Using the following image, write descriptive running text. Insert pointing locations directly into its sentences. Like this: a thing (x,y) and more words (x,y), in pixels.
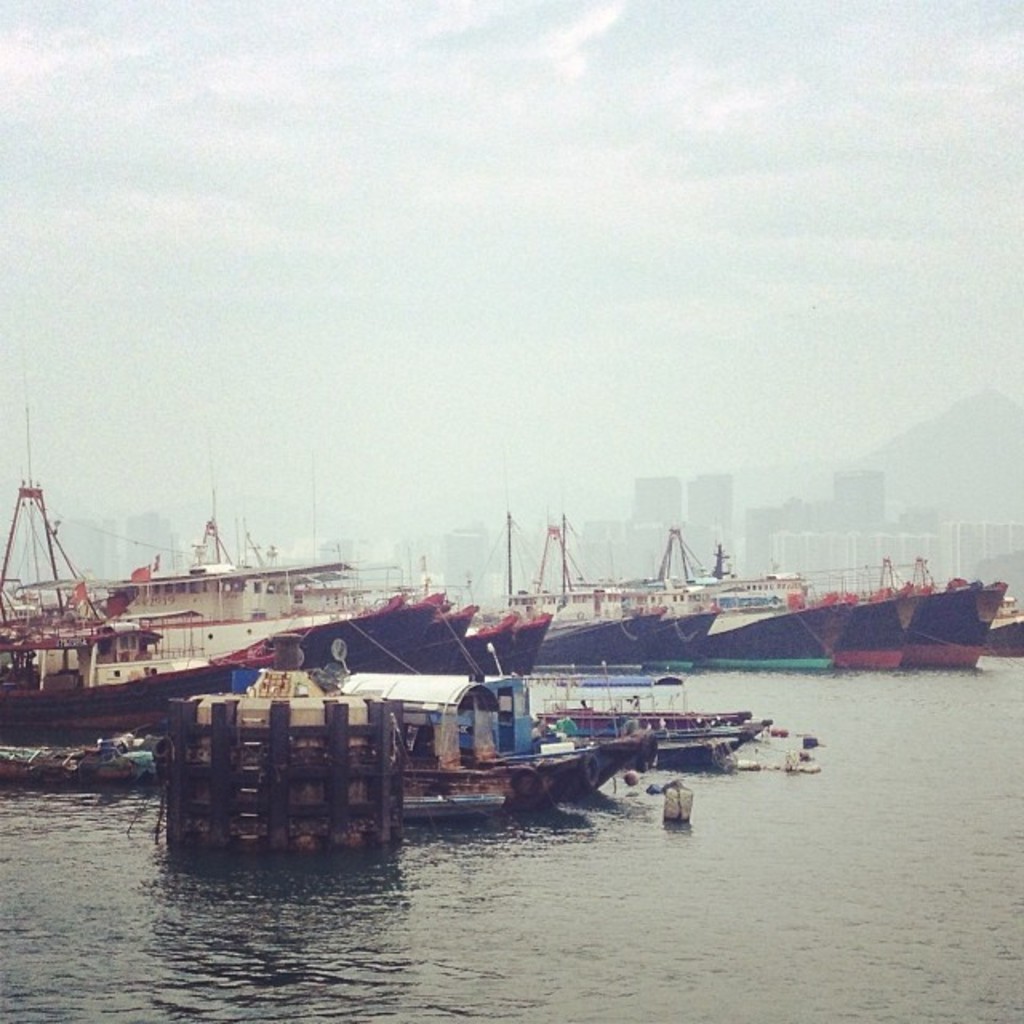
In this image I can see boats (585,713) on the water (628,911). I can also see some other objects (402,780) on the water (637,920). In the background (665,516) I can see buildings (714,514), mountains (946,441) and the sky (438,337).
